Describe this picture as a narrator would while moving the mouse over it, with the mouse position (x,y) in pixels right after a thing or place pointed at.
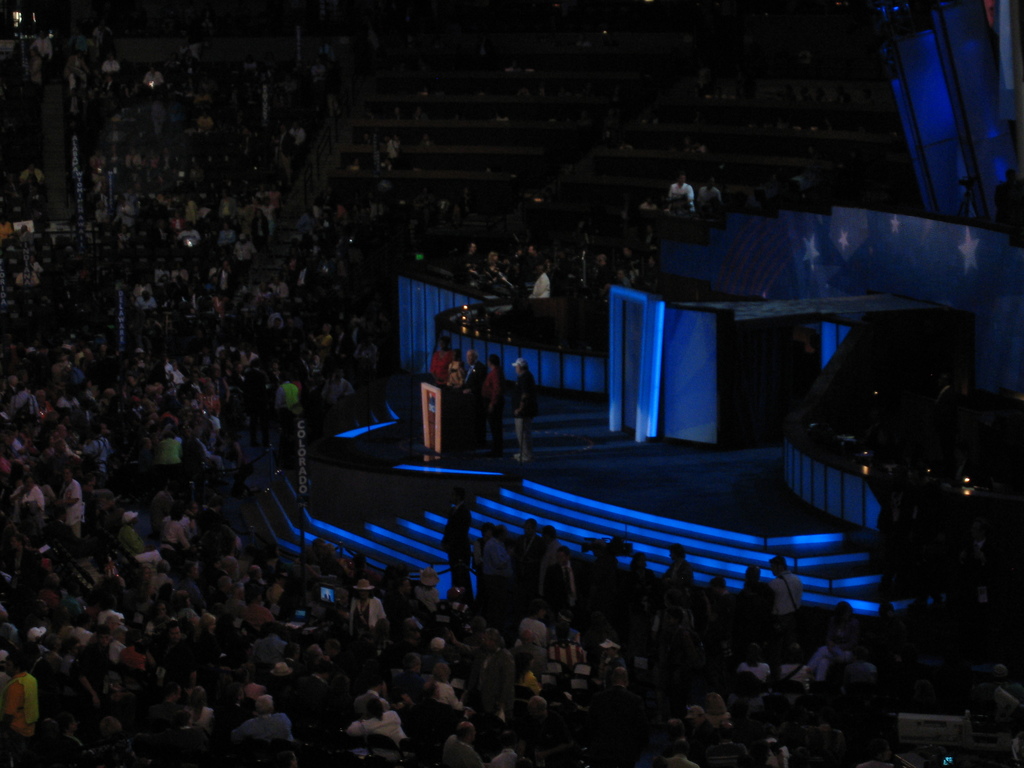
In this image, we can see people (148,733), stage (670,506), stairs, boards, podium (440,407) and lights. Here we can see few people (488,418) are standing on the stage (492,465).
